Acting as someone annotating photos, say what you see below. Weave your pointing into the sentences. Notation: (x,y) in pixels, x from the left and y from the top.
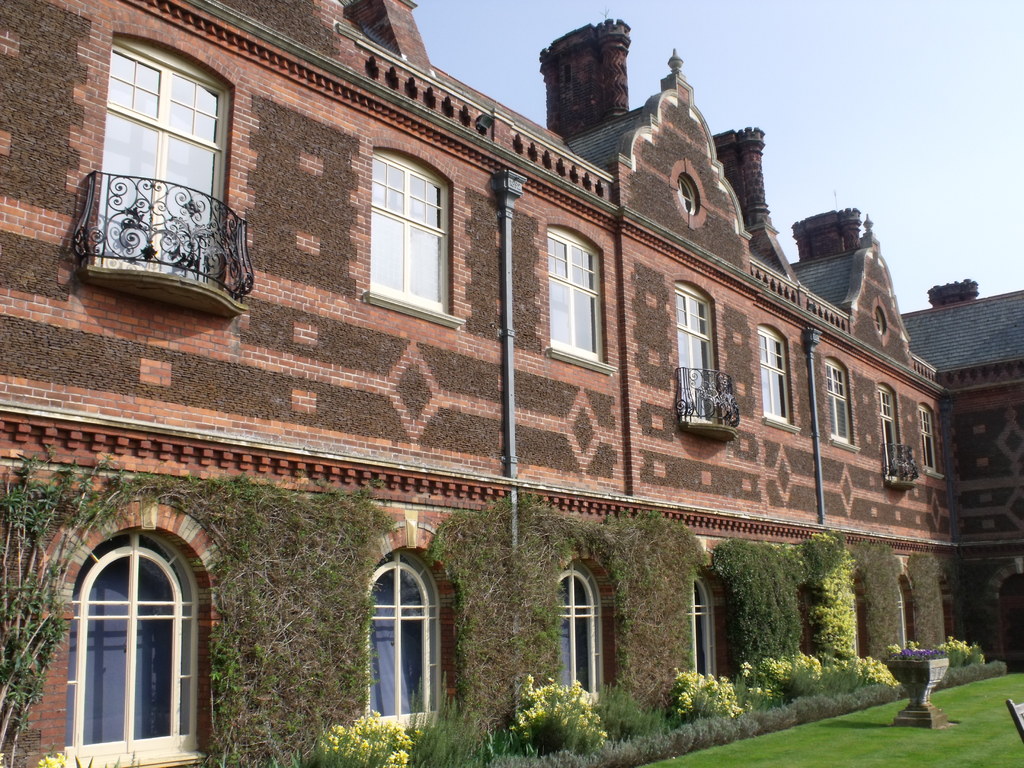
In this image we can see a building (406,263) with glass windows (183,144), poles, plants (490,656), grass (941,738) and other objects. At the bottom of the image (848,731) there is the grass (864,754). At the top of the image (471,18) there is the sky (959,60).
